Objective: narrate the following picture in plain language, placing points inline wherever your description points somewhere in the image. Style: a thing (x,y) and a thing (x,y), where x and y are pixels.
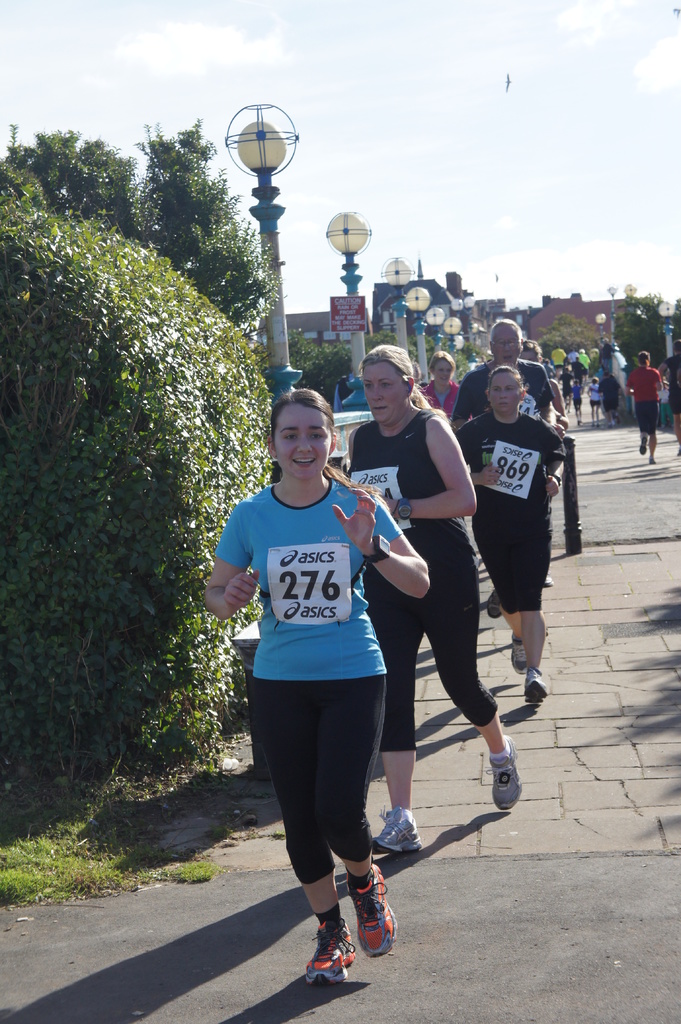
In this image people (383,748) are running on the road (285,861). At the left side of the image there are lights (272,345) and at the background (317,314) there are building (455,289), trees (242,313). At the top (468,116) there is sky (443,118).
